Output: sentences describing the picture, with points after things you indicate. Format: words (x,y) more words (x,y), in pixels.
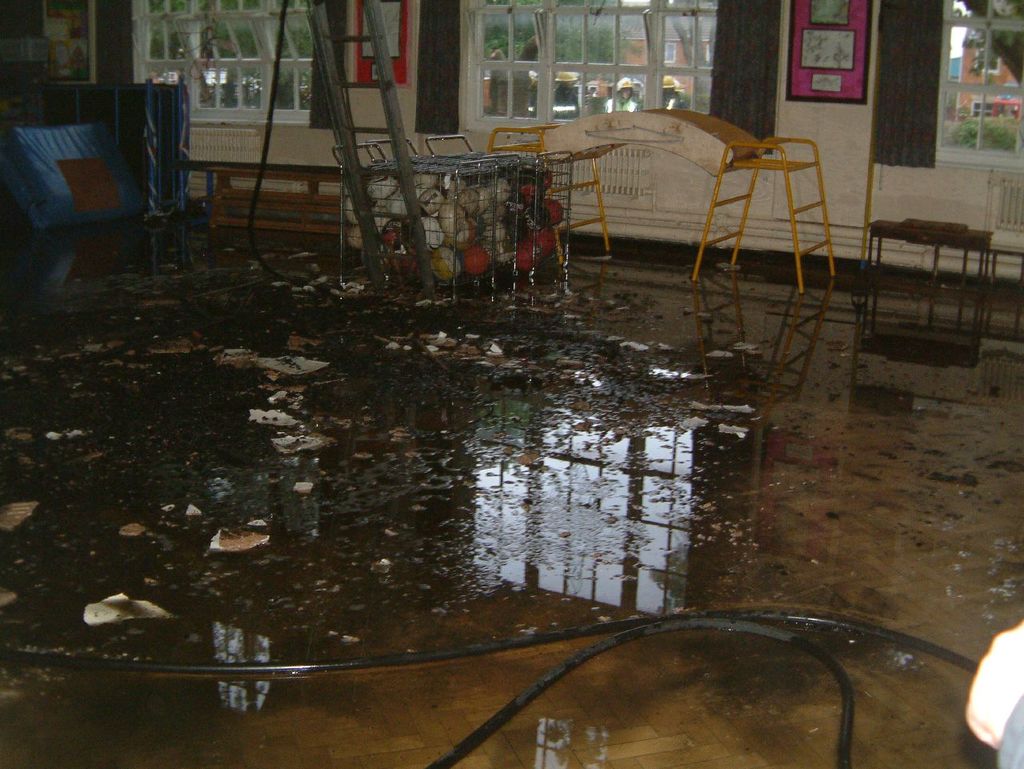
In this image I can see water (541,321), pipes (610,647) and some other objects (363,200) on the floor (585,308). Here I can see windows (630,69) and some objects (813,96) attached to the wall (819,116).
